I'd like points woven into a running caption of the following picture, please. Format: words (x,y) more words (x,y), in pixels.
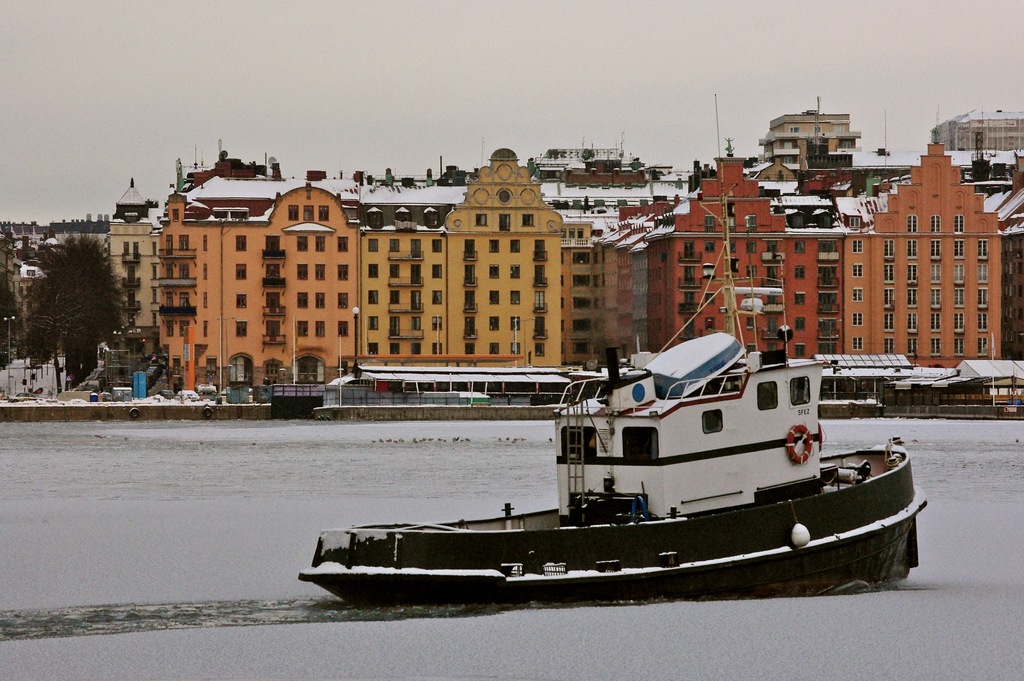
This picture shows few buildings (983,146) and trees (33,339) and we see a boat (814,440) in the water (432,447) and a cloudy sky (500,118).
